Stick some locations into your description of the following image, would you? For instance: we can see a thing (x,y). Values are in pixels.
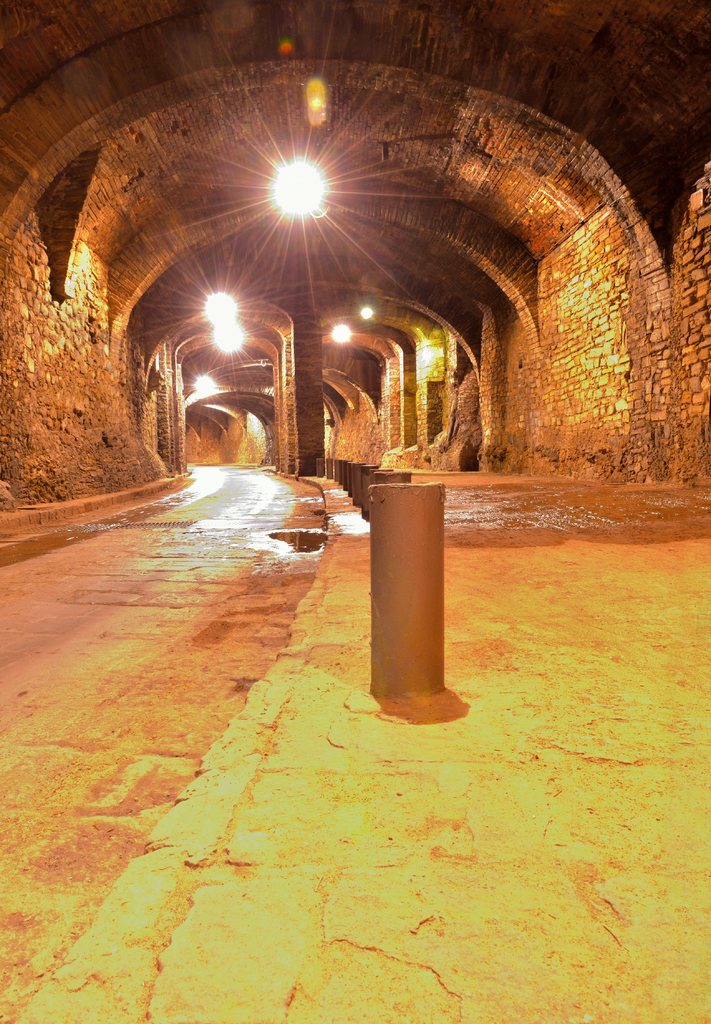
In this image we can see one tunnel (421,233), some lights (312,174) attached to the tunnel (287,239), some water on the ground (436,714), some pillars (323,436) and some concrete poles (385,539) on the ground (408,831).
